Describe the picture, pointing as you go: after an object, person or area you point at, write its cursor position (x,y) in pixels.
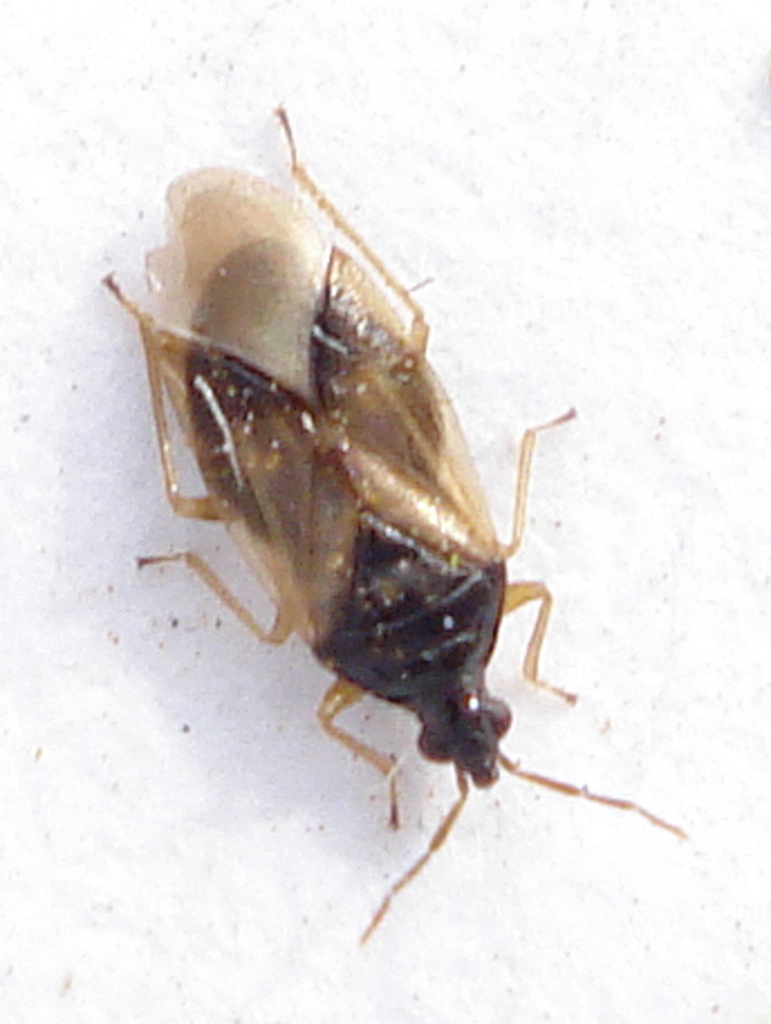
In this picture we can see a bug (390,493).
